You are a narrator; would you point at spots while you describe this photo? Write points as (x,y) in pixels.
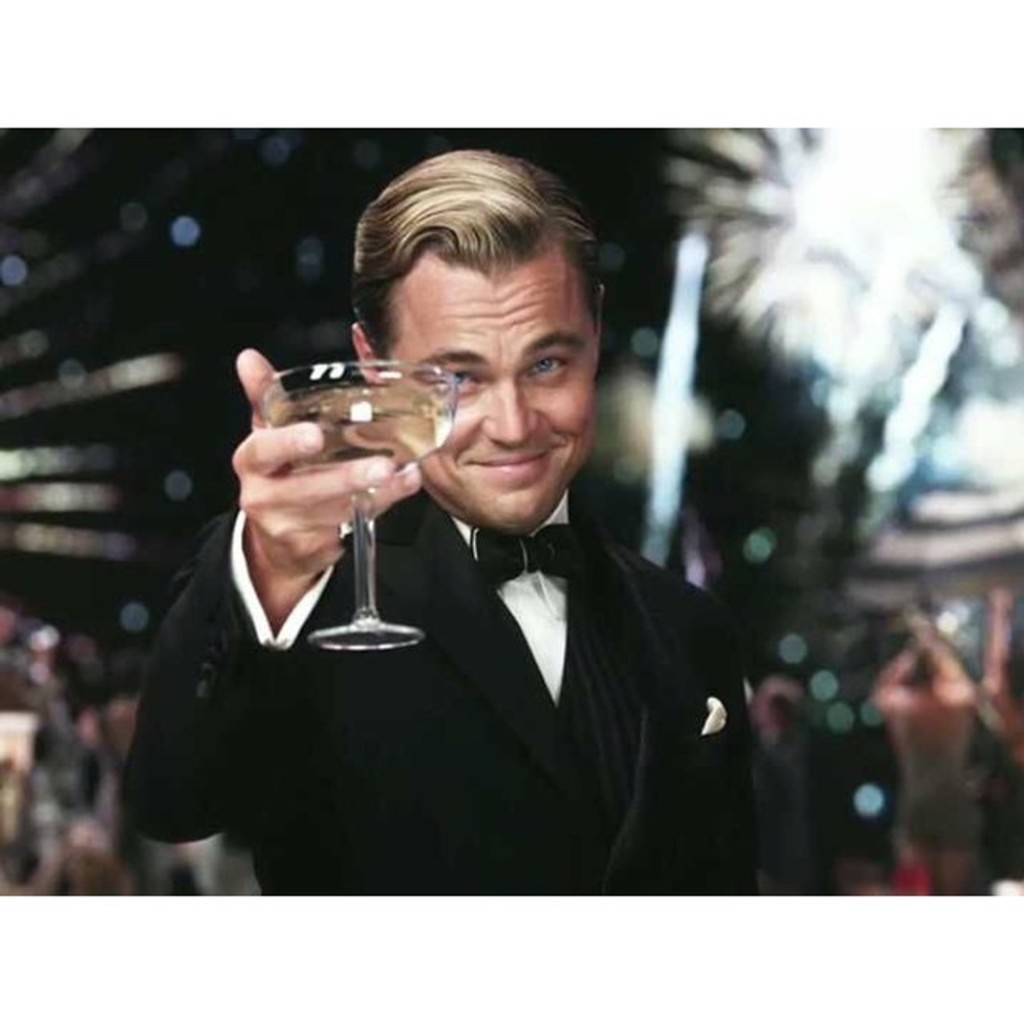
A man (373,464) is raising a wine glass (369,441) in his hand (352,490) to make cheers.
